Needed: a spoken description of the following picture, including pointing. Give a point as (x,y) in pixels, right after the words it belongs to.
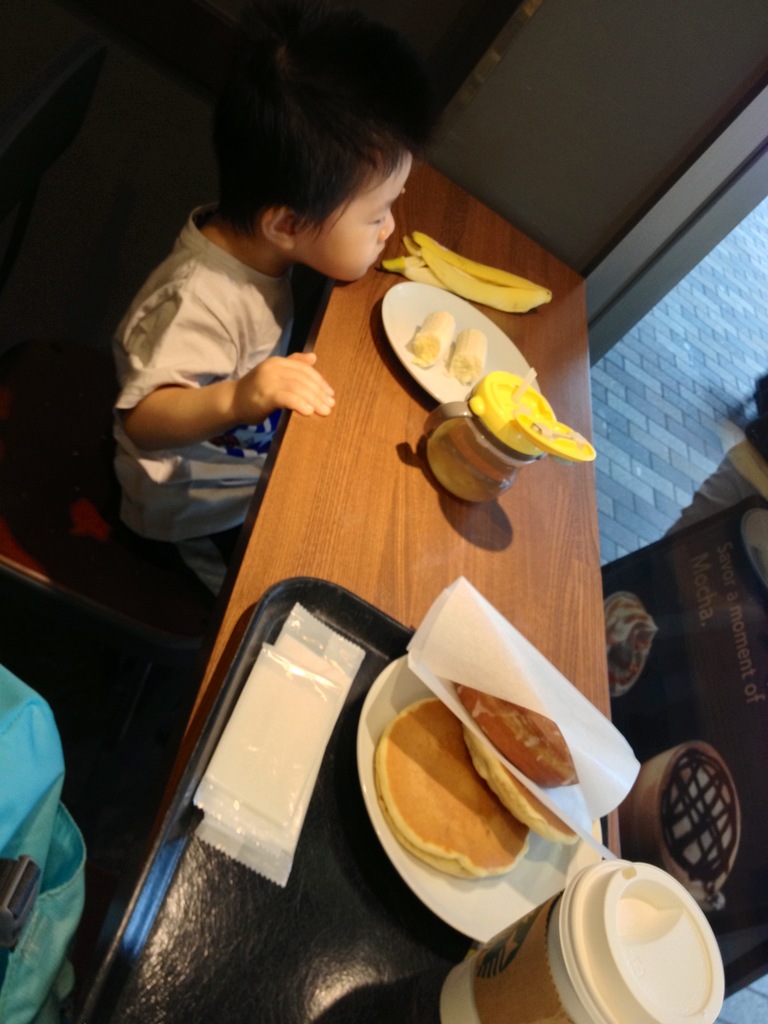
In this image I can see a kid (238,423) is sitting on a chair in front of a table (357,417) on which I can see peeled bananas (419,365) in a plate (490,365), jar (580,444), cup (503,963), breads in a tray (459,959). In the background (674,440) I can see a wall (572,236) and a door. This image is taken in a hall (422,409).
